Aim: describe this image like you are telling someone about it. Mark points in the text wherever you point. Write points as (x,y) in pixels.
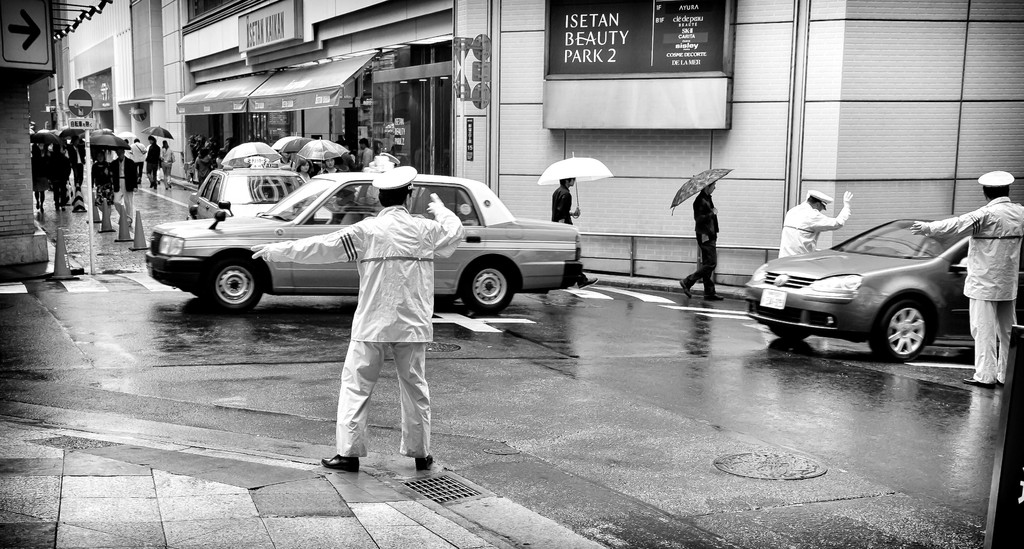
This is a black and white image, in this image vehicles (265,233) are moving on the road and people (171,150) are walking on footpath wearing umbrellas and three people (413,391) are standing on the road (495,422), in the background (107,48) there are buildings (244,14).
